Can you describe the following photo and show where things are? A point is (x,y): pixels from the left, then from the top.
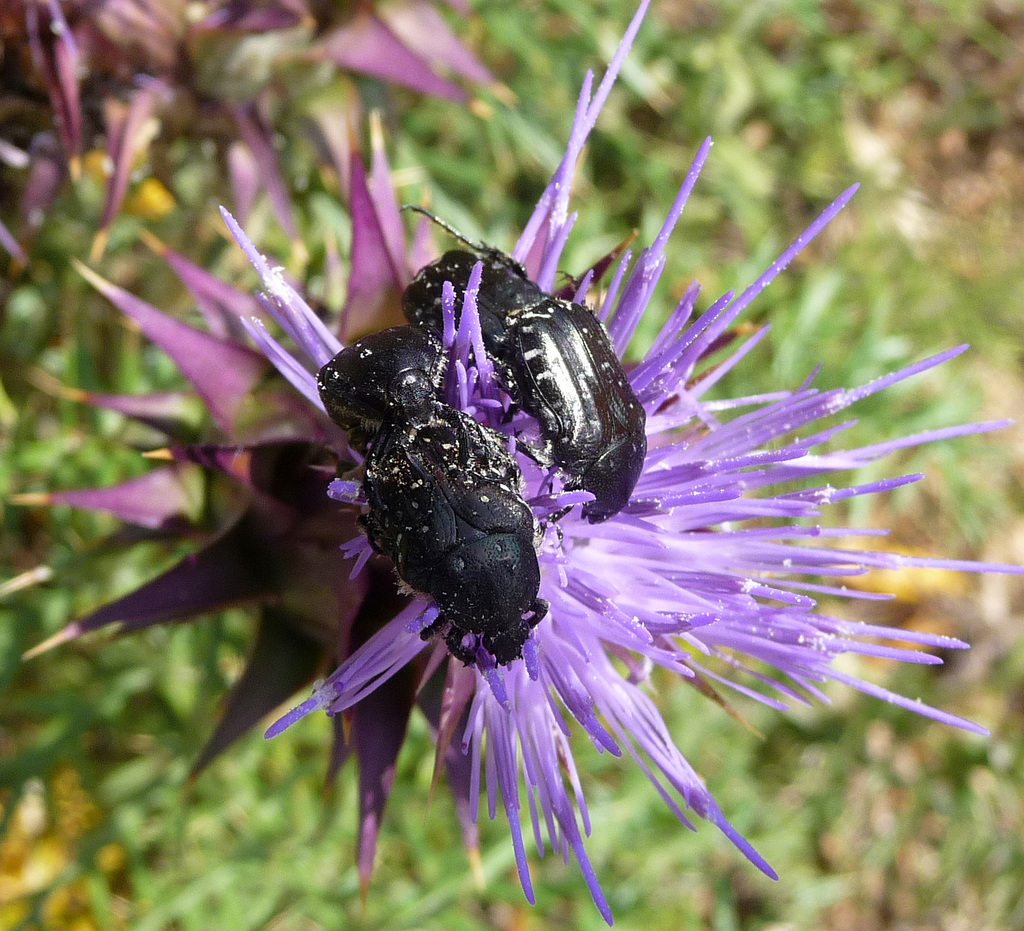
In the image there are two bugs (556,430) standing on the purple flower (794,527), there are many plants (564,122) on the ground (753,72).
